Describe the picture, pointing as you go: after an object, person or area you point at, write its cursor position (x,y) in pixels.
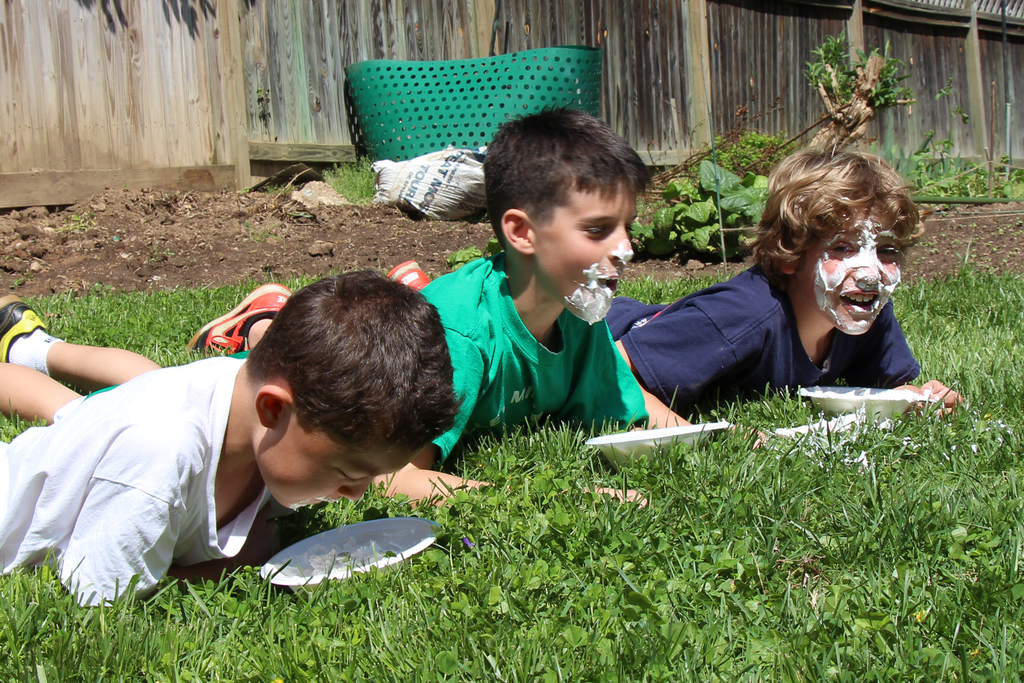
There are three boys (176,511) laying on the grass (536,518), in front these three boys (880,357) we can see bowls (317,573). In the background (445,66) we can see wooden wall (675,137), bag (402,176) and green object (455,89).
